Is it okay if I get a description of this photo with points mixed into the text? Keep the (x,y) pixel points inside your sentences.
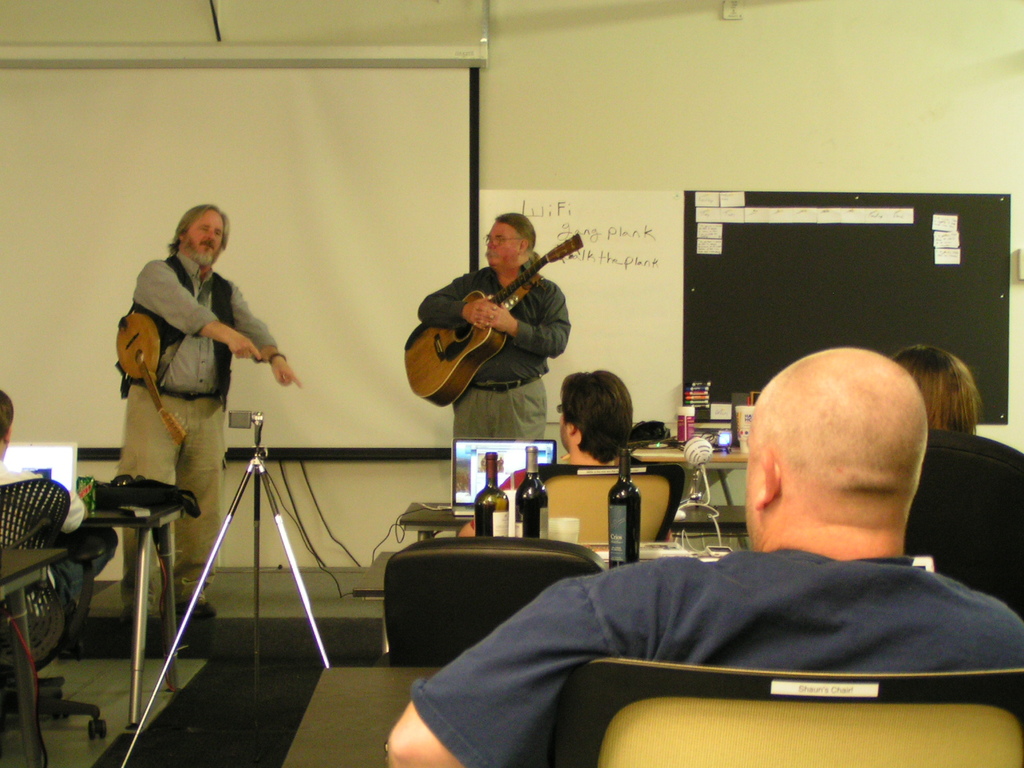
In this picture we can see two persons (489,306) standing on the floor (359,603). He is holding a guitar (468,369). And here we can see few persons (737,634) are sitting on the chairs (716,712). These are the bottles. And there is a screen (471,457). On the background (642,54) there is a wall (653,85). And this is the floor (73,753).
